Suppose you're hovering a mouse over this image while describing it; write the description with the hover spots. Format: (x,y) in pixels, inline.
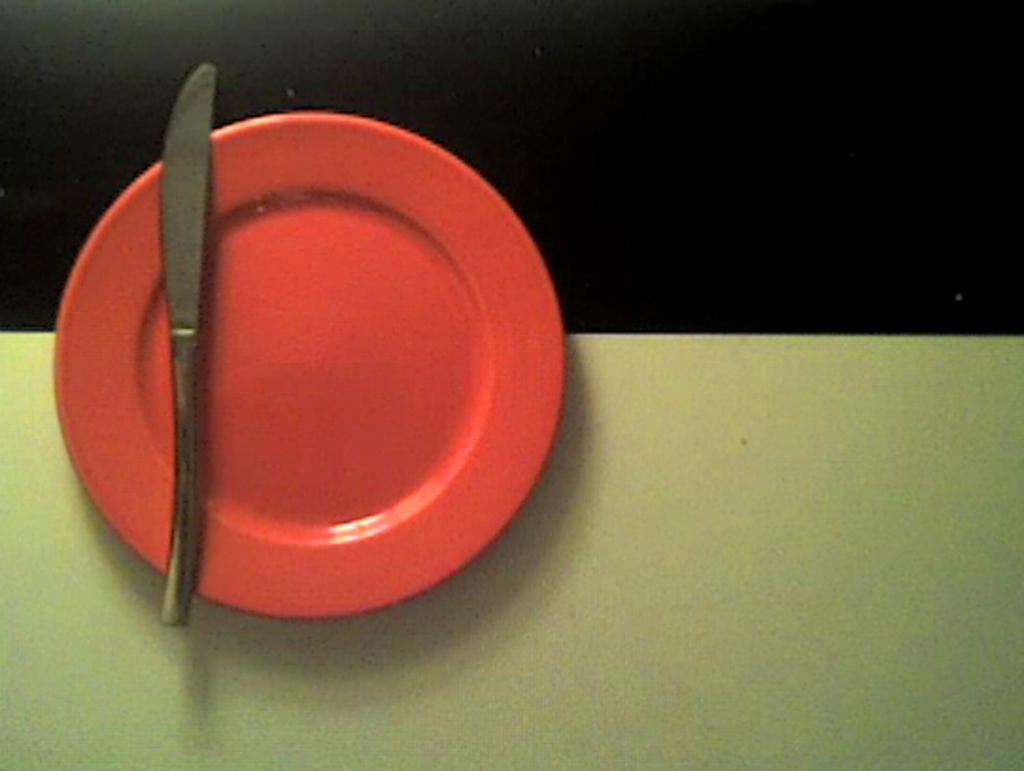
There is a knife (175,603) on the orange color plate (410,449) which is on the white color surface (855,574). And the background (979,215) is dark in color.
